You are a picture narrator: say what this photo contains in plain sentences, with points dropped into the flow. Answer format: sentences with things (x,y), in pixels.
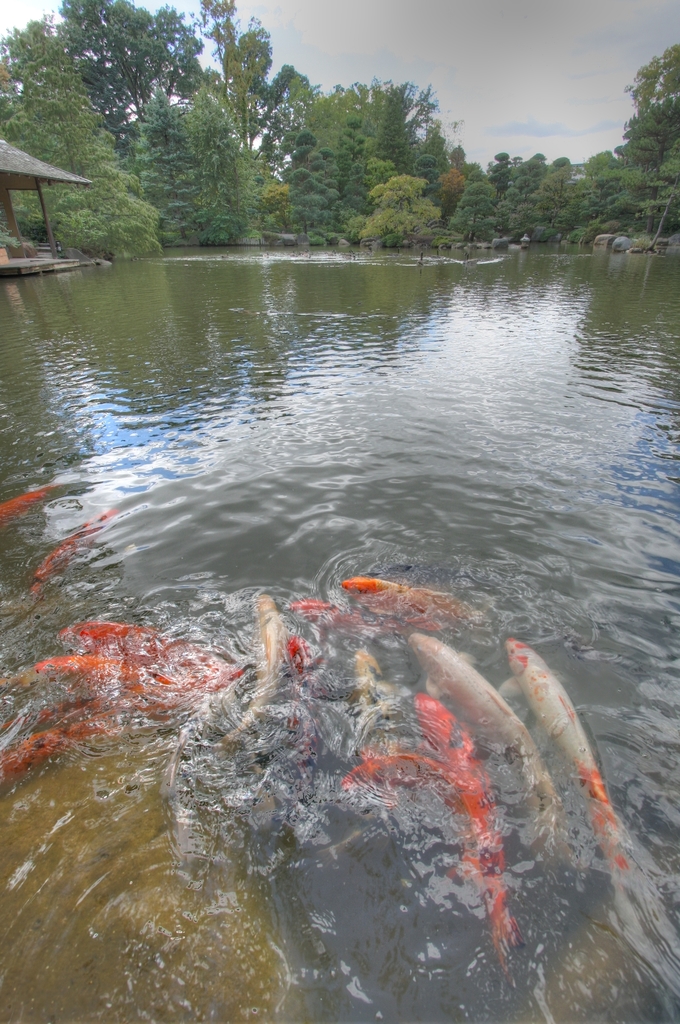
This picture is taken from outside of the city. In this image, in the middle (265,666), we can see some fishes (420,590) which are in the water (602,660). On the left side (17,264), we can see a hut (17,170). In the background (333,220), we can see some trees (485,228) and plants (274,220), rocks (659,251). At the top (486,115), we can see a sky (503,117), at the bottom (624,789), we can see a water (467,409) in a lake (505,434).
